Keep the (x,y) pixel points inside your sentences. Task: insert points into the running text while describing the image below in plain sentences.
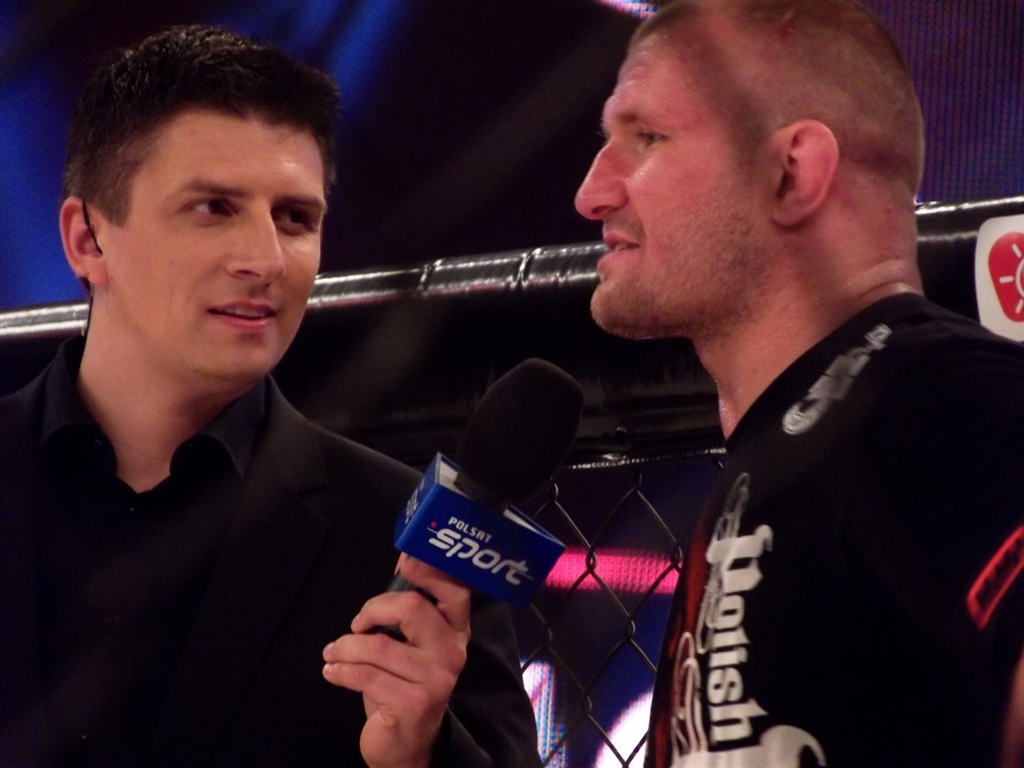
In the image we can see there are two men (825,496) who are standing and the man (305,587) is holding mic (545,437) in his hand (401,710).
